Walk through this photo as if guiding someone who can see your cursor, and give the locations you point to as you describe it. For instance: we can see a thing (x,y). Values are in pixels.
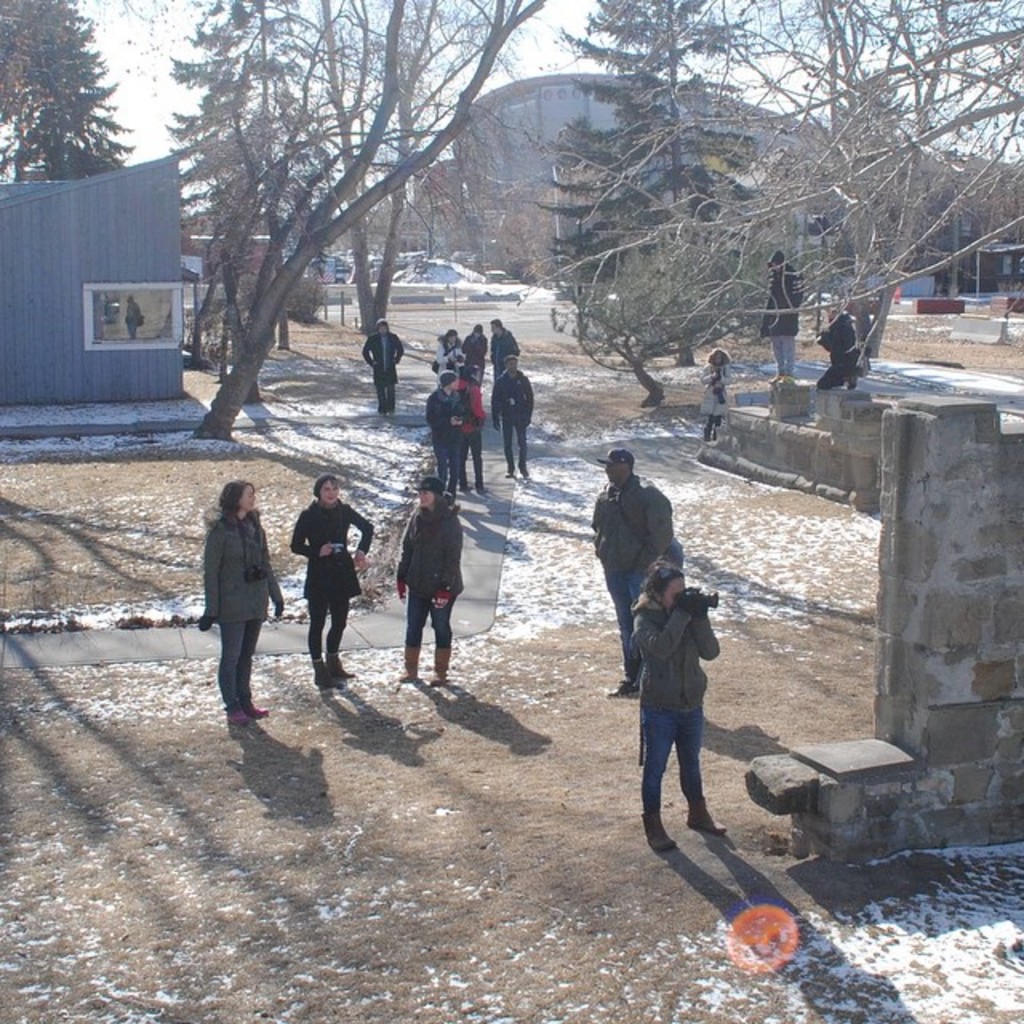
In this image we can see some people (629,680) and among them few people (796,301) holding some objects (702,608) in their hands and we can see a shed (92,208) on the left side of the image (127,341). There is a wall (939,792) and we can see some trees (853,171) and there is a building (525,132) in the background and we can see the sky (242,50).
